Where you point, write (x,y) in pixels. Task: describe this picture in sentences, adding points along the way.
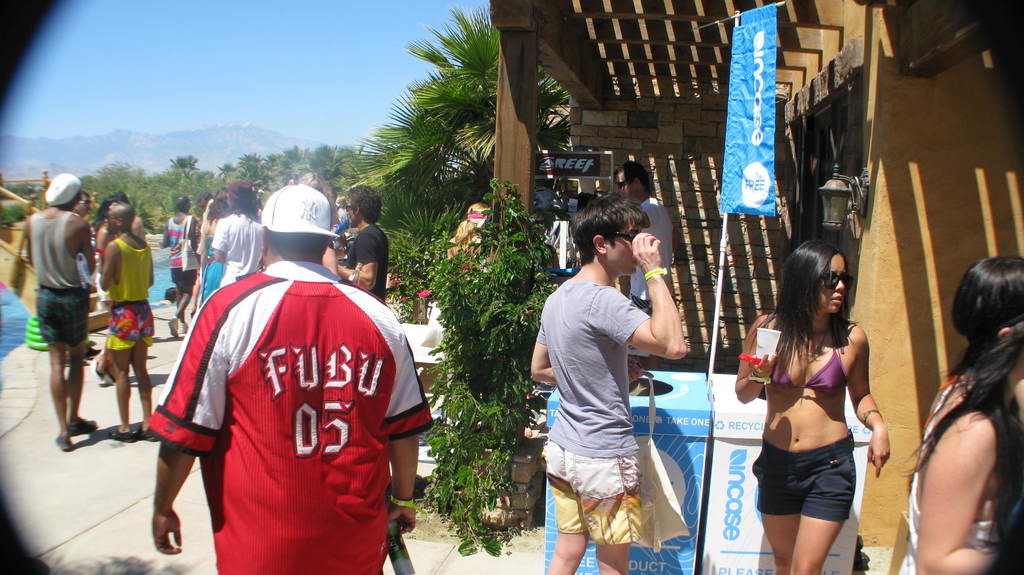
In this image we can see the people (771,545), banner (757,205), board (561,155), light (827,191), plants (539,237), pool (16,327), trees (165,183) and also the path (135,480). We can also see the roof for shelter. We can see the walls (682,169), hills (156,138) and also the sky (211,62). We can see the trash bins (746,436).
